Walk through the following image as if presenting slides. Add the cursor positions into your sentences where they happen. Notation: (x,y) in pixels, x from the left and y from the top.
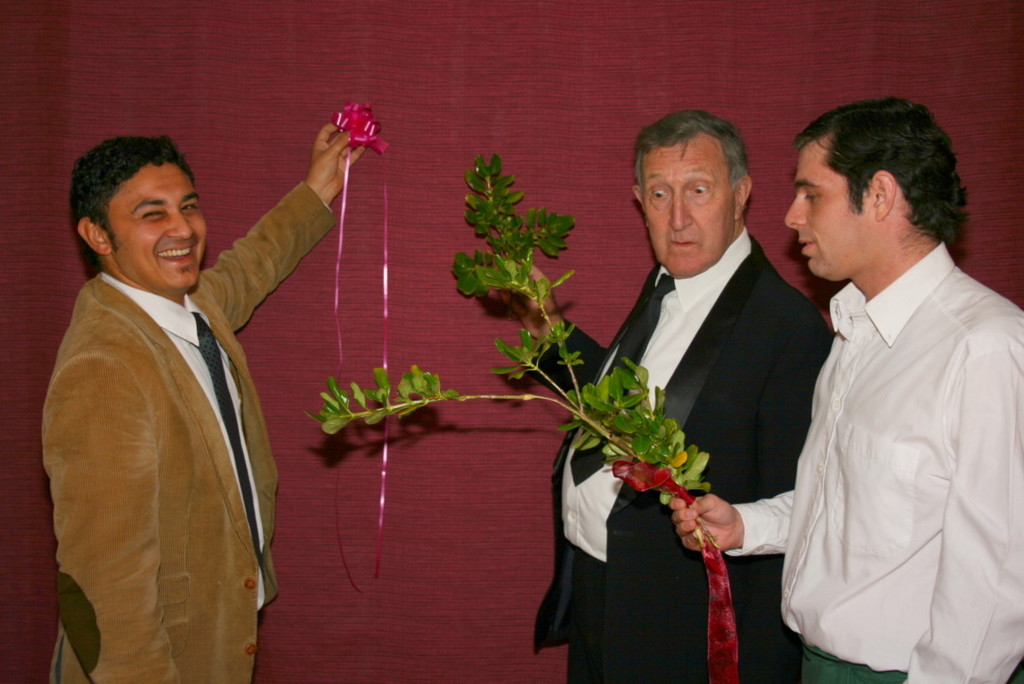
In this image I can see three persons (184,263) standing. The person (884,331) at right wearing white shirt (897,331), the person (778,350) in the middle (680,332) wearing black blazer (704,356), white shirt (670,326) and black tie (652,324). The person (195,453) at left (162,460) wearing brown blazer (165,379), white shirt (199,357), black tie (210,364). Background (768,60) I can see wall (504,115) in pink color.
